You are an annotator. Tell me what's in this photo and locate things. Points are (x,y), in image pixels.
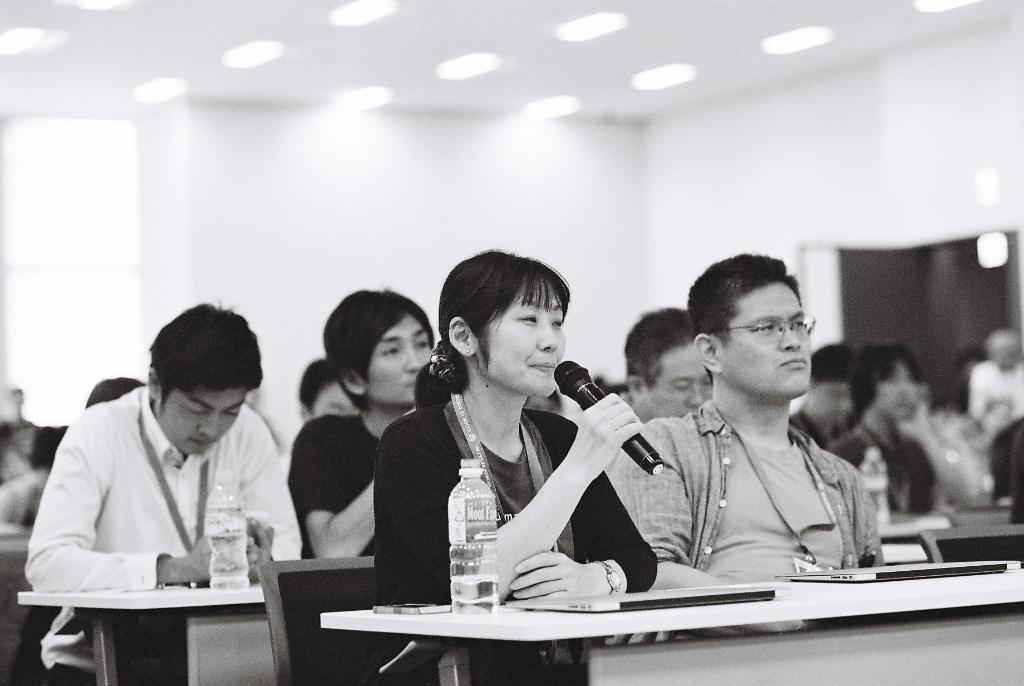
There are group of people (555,438) here sitting on the chair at their tables (762,668). On the table (588,668) we can see water bottles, laptops (834,578). Here a woman (583,487) is holding mic (640,455) in her hand (599,438).
